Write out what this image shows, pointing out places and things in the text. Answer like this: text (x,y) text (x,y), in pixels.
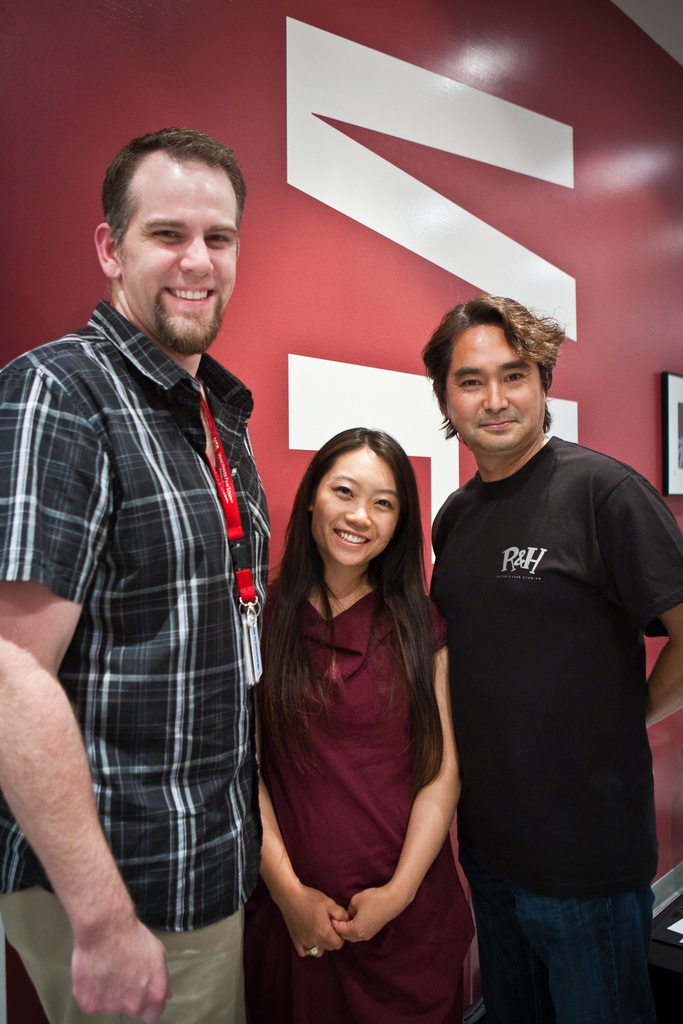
In this picture we can see there are three people (464,950) standing and behind the people (483,662) there is a wall (399,257) with a frame (672,442).
